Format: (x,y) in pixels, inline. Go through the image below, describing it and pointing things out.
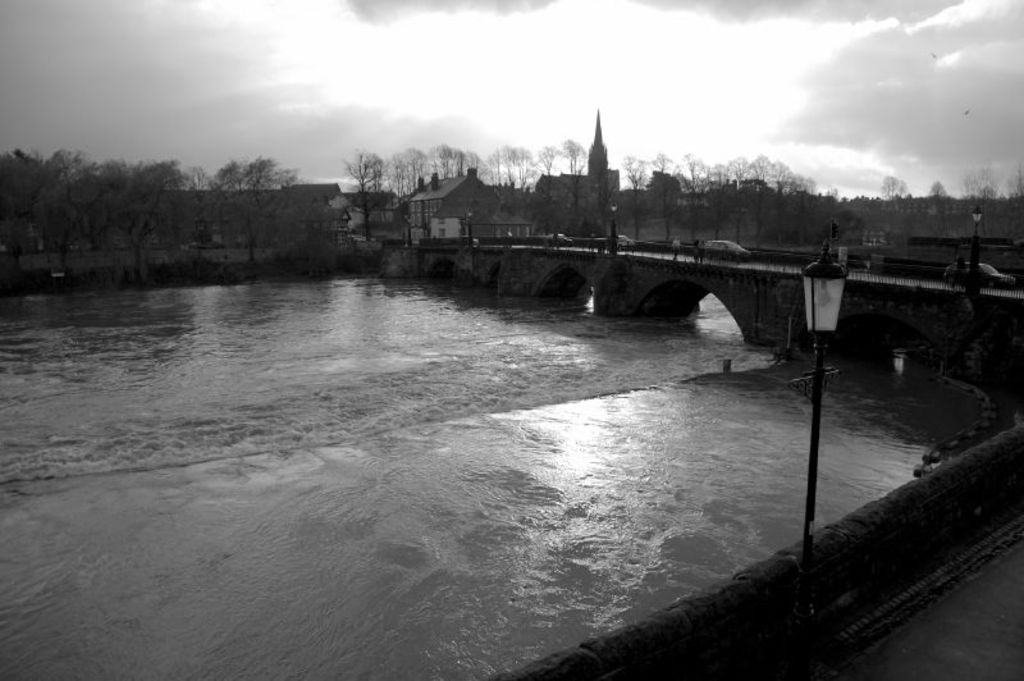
In this picture we can see vehicles (717,249) and poles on a bridge (611,275), water (527,360), road (941,626), wall (647,654), trees (179,254), buildings (489,212) and in the background (505,43) we can see the sky (606,70) with clouds (463,111).
